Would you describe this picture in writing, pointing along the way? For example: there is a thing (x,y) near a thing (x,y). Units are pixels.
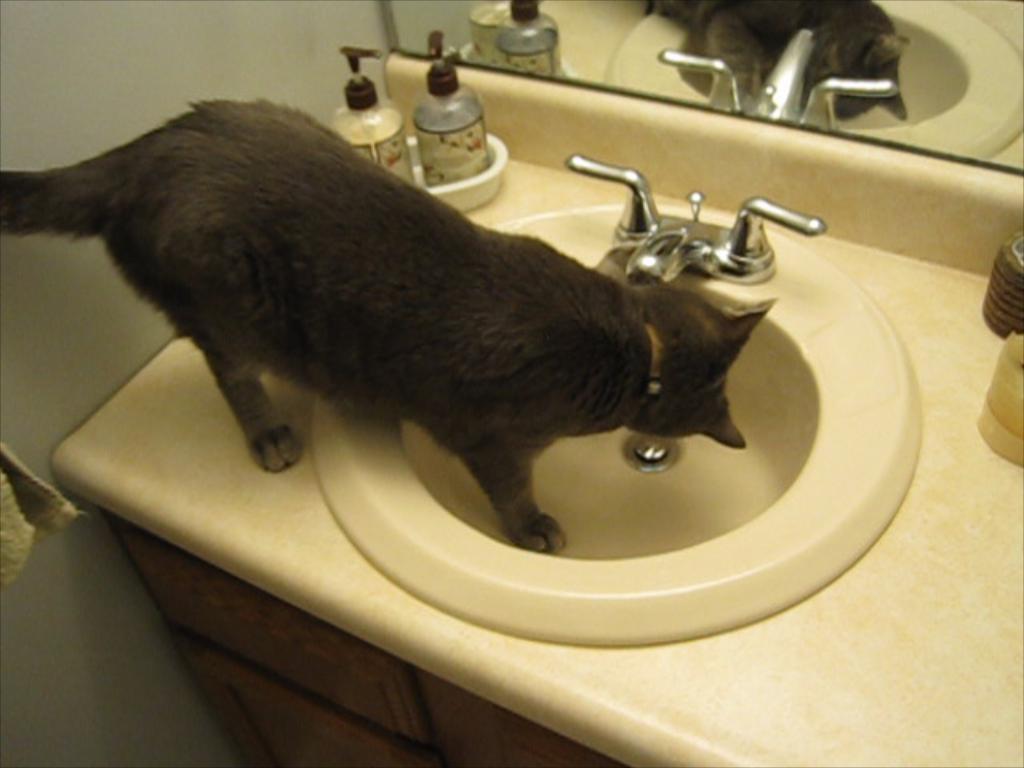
This image is taken indoors. In the middle of the image (606,498) there is a platform (851,642) with a sink (701,480) and two taps (669,245) on it and there are a few things (461,166) on the platform (904,606). There is a cat (204,240) in the sink (693,606). At the top of the image (698,69) there is a mirror (852,75). On the left side of the image (40,448) there is a wall (53,621) and there is a towel (7,508).
